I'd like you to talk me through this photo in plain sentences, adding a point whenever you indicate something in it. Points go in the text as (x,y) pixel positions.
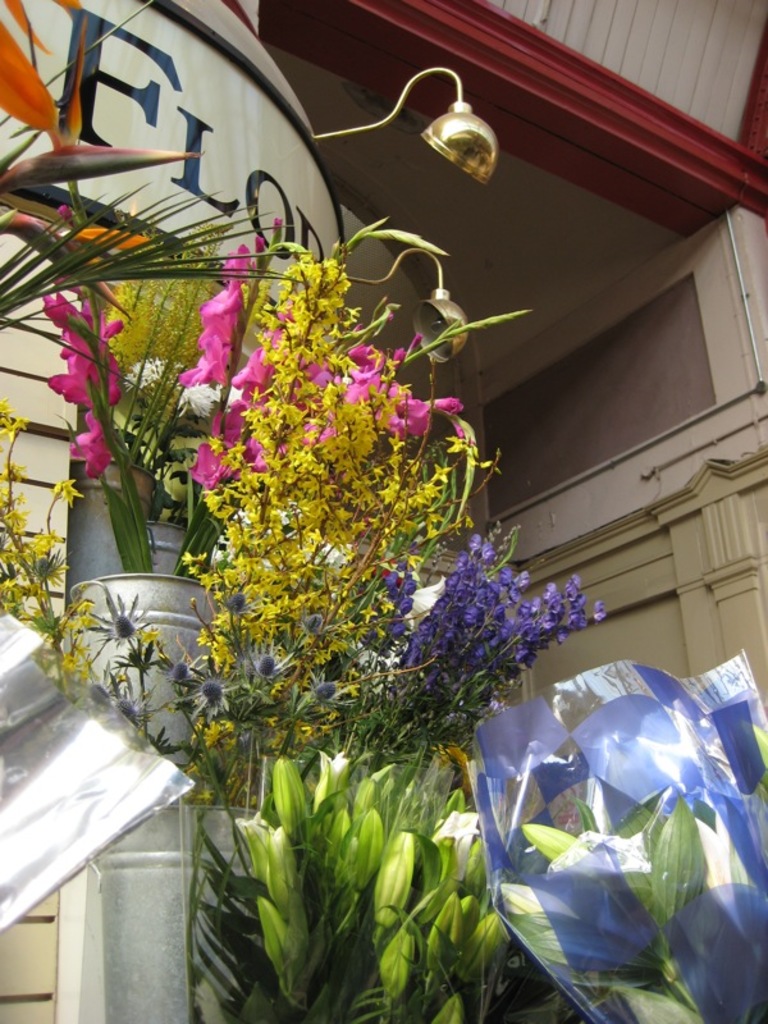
In the foreground of the picture (429,473) I can see the flower bouquets (197,801). It is looking like a lamp (324,136) at the top of the picture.
